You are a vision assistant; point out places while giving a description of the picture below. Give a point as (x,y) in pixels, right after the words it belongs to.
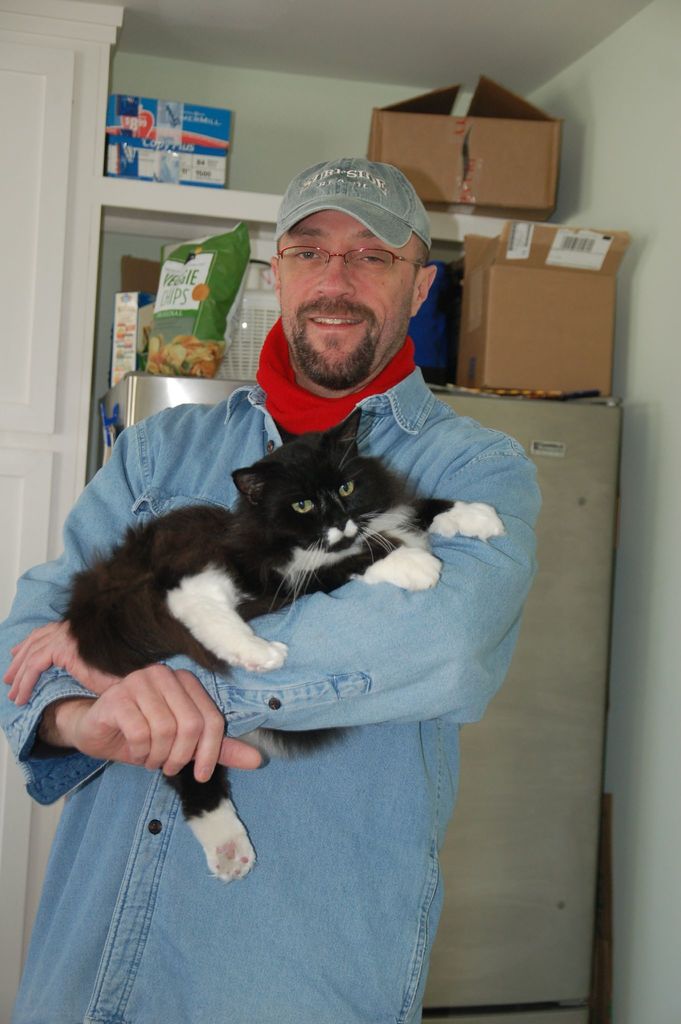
In this image, we can see a man (242,410) standing and he is holding a black color cat (147,554), he is wearing a hat (361,164), in the background (503,252) we can see two carton boxes (525,196).
